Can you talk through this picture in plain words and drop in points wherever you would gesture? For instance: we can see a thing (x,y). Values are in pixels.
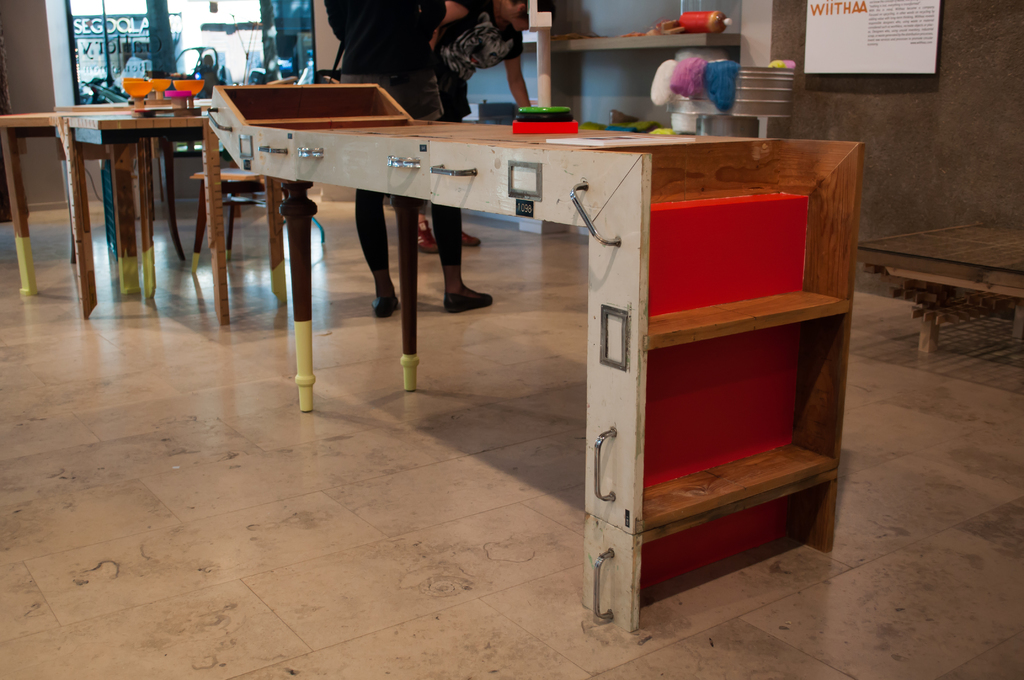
in the picture there are two persons (443,3) standing near the table (516,151), on the table (412,137) there are many items (546,126).
